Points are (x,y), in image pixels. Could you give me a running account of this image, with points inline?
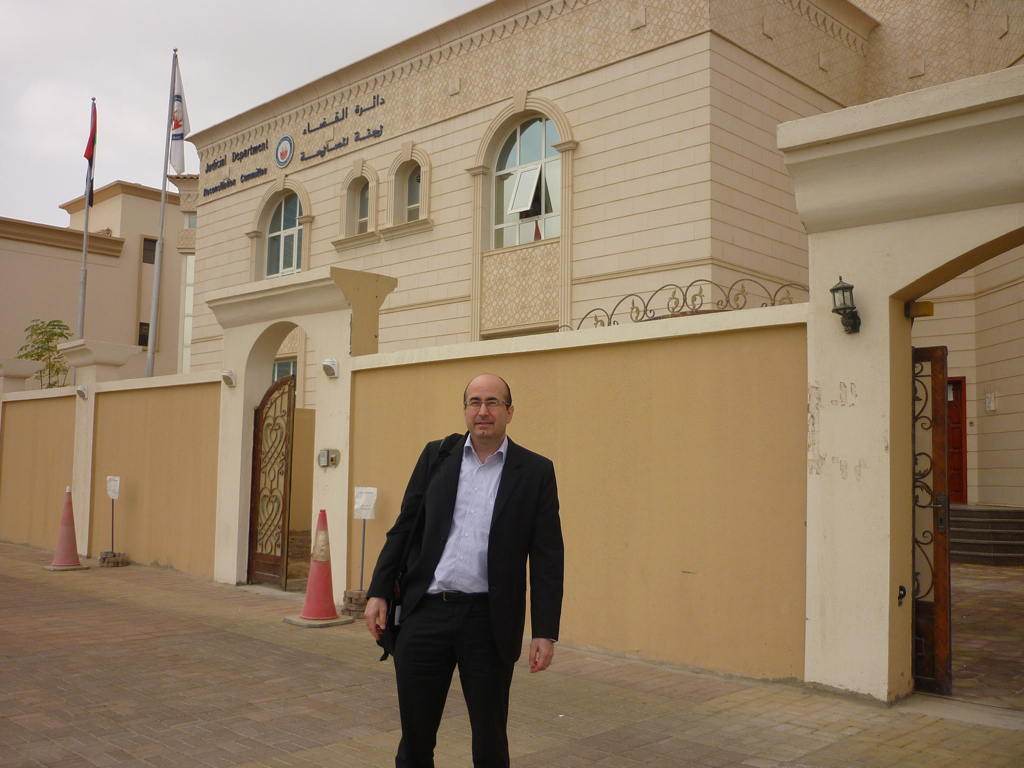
This image is taken outdoors. At the top of the image (167,73) there is the sky (157,40) with clouds (243,37). At the bottom of the image (212,716) there is a floor (832,712). In the background (416,228) there is a building (459,270) with walls (335,223), windows (526,207), a door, gates (268,507) and roofs (526,5). There is a text (218,166) on the wall (259,164). There are two flags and there are two safety cones (72,535) on the floor (300,582). In the middle of the image (484,465) a man (475,544) is standing on the floor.
